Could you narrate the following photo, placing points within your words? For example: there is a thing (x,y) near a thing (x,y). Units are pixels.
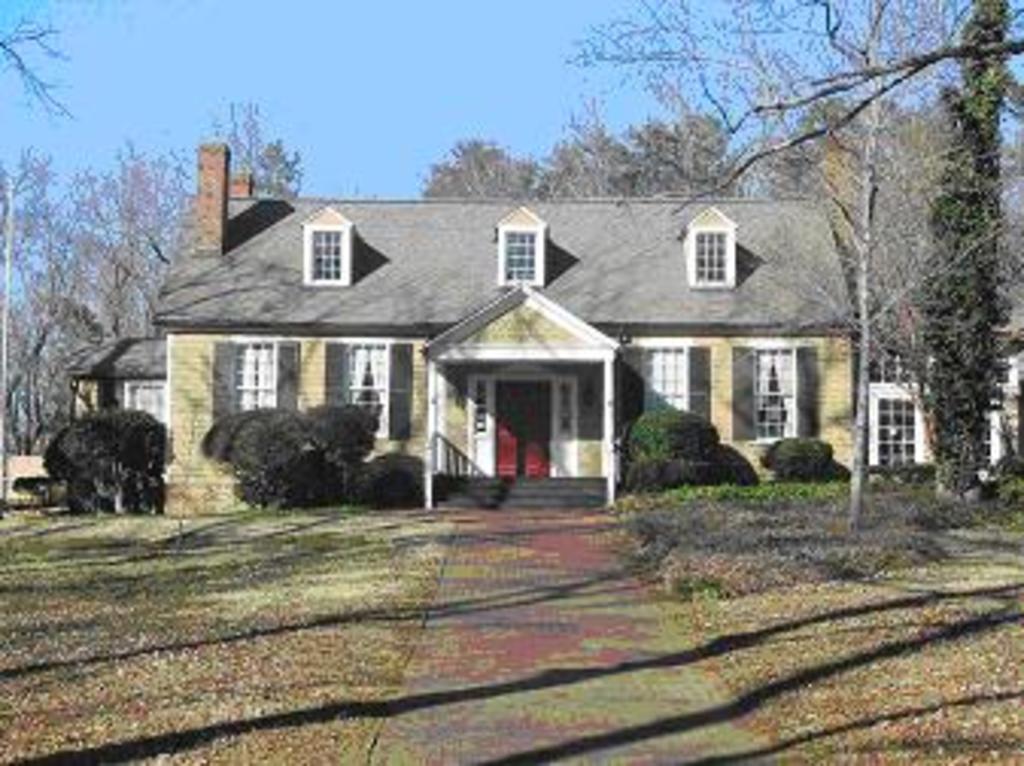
In this image I can see few buildings (616,418), windows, doors (529,415), stairs (528,505), few trees (453,157) and the blue color sky (468,101).
